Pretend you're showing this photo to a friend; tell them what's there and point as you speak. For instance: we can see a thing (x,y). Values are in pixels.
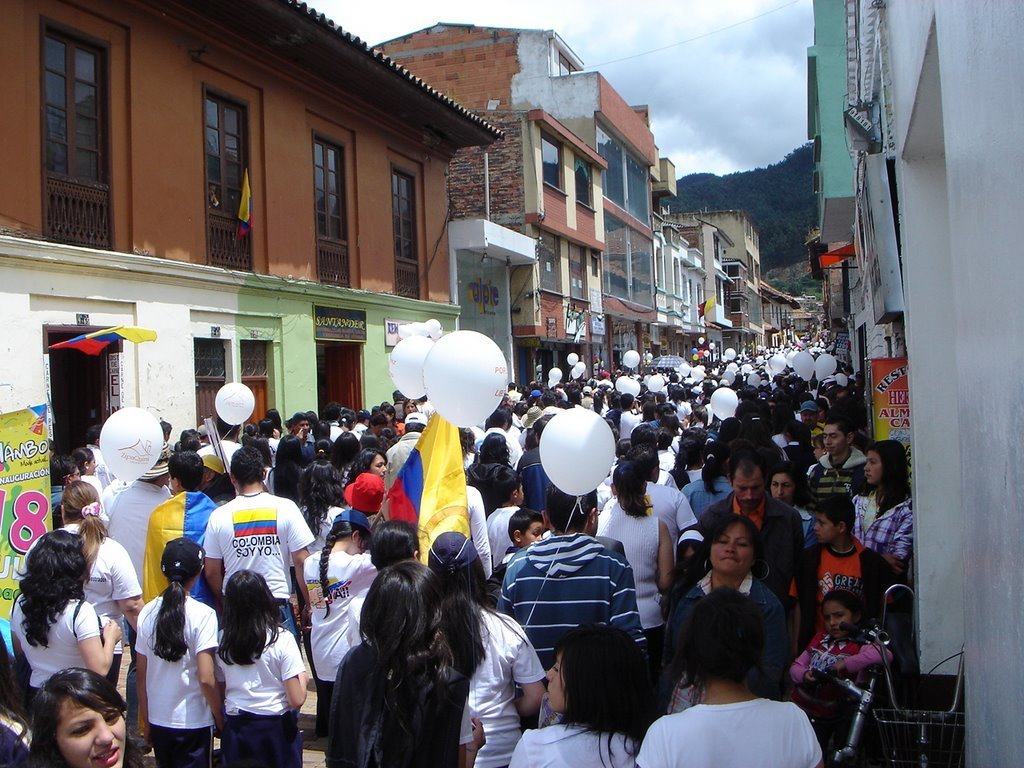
This image is taken outdoors. At the top of the image (625,58) there is a sky (681,52) with clouds (730,75). In the background (737,176) there are a few trees (775,213) and plants (785,267). In the middle of the image (574,399) many people (505,650) are walking on the road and they are holding balloons (432,385) in their hands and a person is holding a flag (406,494). On the left (129,322) and right sides of the image there are many buildings (590,284) with walls (310,174), windows (326,156), roofs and doors (207,396). There are two boards (875,411) with text (39,466) on them.
